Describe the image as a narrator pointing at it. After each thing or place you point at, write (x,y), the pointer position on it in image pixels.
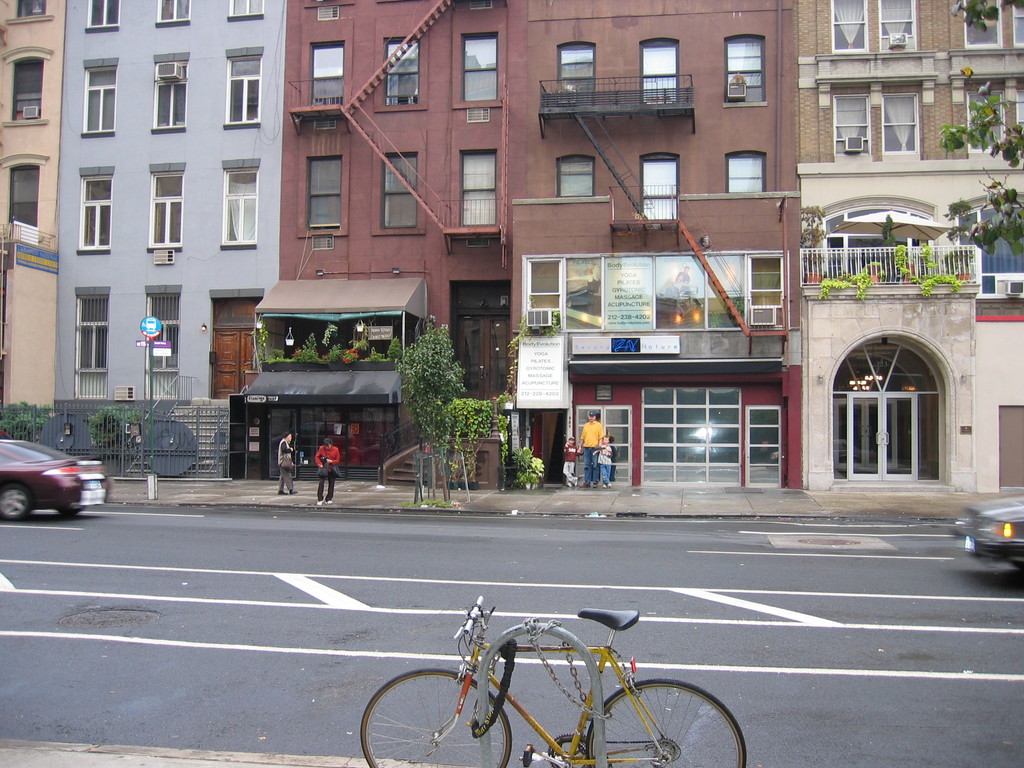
In this picture we can see buildings (451,264) here, there are some people (607,437) standing here, we can see a bicycle (543,730) in the front (550,741), there are two cars (1013,529) here, we can see windows (648,167) and doors (865,411) of these buildings (369,140), there are some plants (373,357) here, we can see a tree (436,382) here, there is a railing (828,268) here.
